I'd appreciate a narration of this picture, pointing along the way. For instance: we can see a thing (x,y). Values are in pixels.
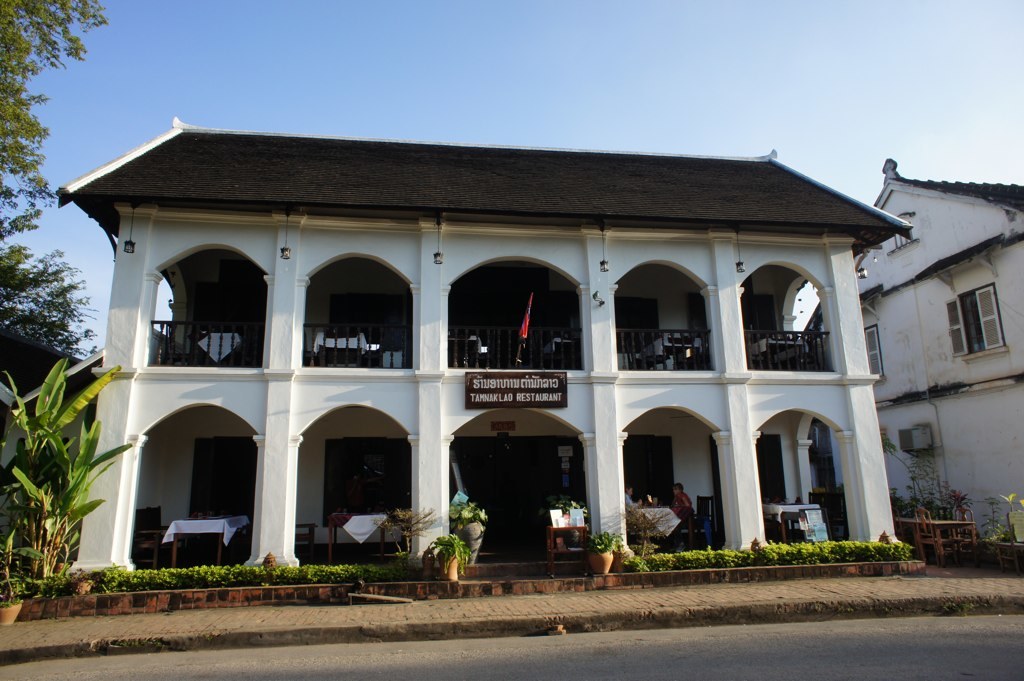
In this picture I can see there are two buildings (640,409) and there is a road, there are few plants (351,580) on the walkway (204,630), there are trees (26,458) at left side (68,460). There is a building (188,365) and it has tables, chairs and there is another building (952,414) on right side (969,319) and it has windows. The sky (277,82) is clear.
